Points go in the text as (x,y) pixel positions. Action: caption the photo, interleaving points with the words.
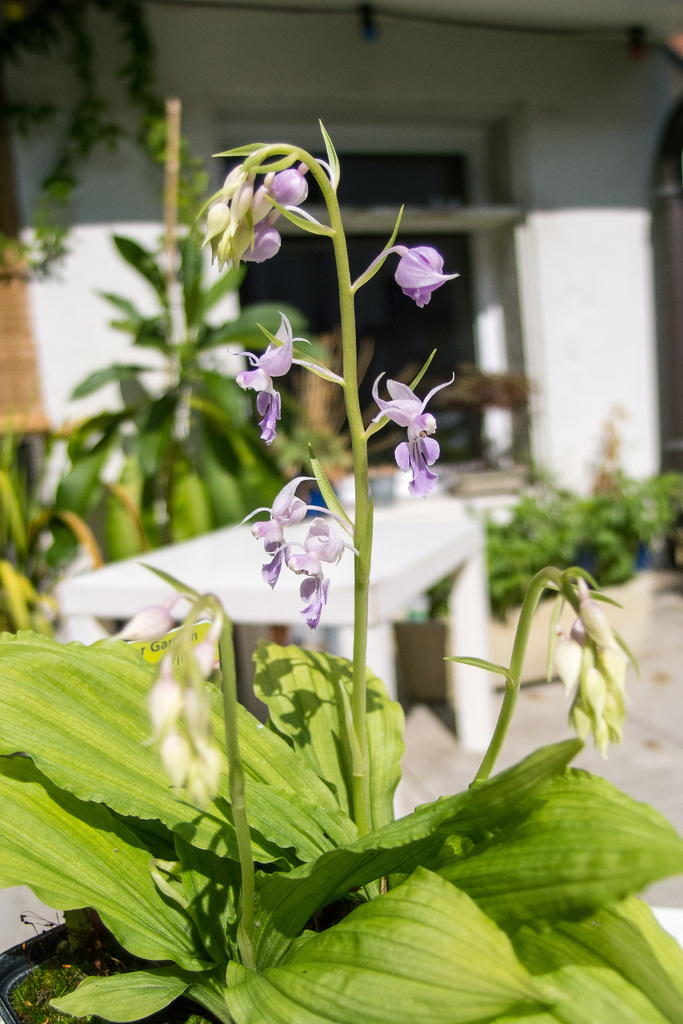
In this image, we can see purple color flowers (320,525) with leaves (330,816) and stems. Background (583,374) there is a blur view. Here there is a wall (583,343), few plants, window (437,375) and table (384,624).
